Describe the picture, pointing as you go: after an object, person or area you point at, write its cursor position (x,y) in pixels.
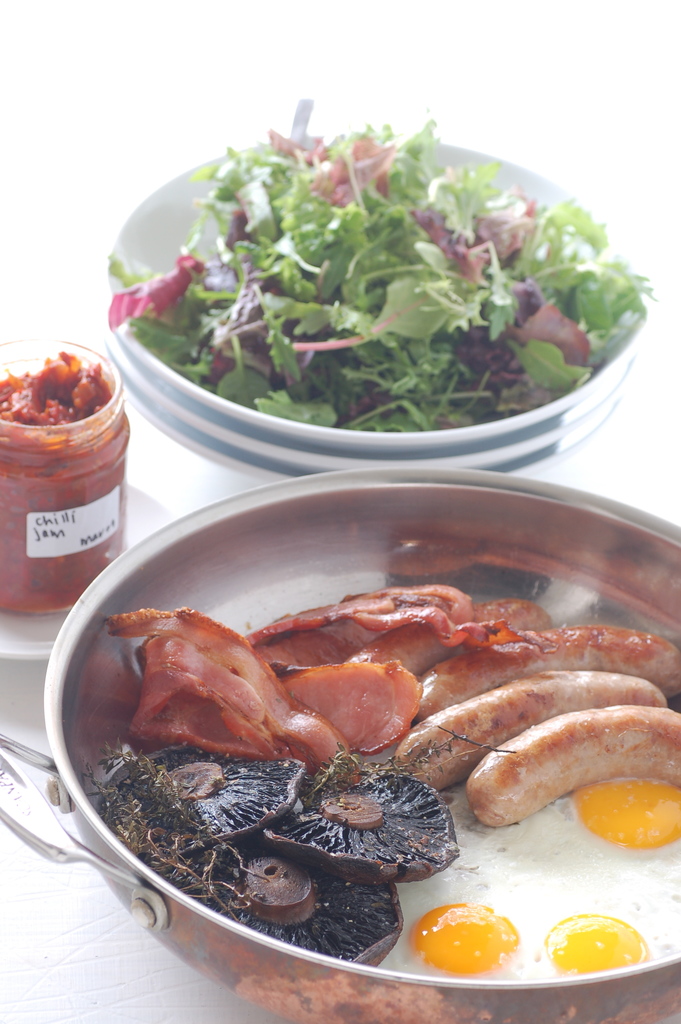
Here in this picture we can see a table (191,487), on which we can see a pan (76,617) having meat (256,714), half boiled eggs (449,874) and sausages (656,726) present over there and beside that we can see bowls (310,464) with some leafy vegetables (338,405) present over there and on the left side (115,483) we can see a container (115,421) with pickle (107,383) over there.
